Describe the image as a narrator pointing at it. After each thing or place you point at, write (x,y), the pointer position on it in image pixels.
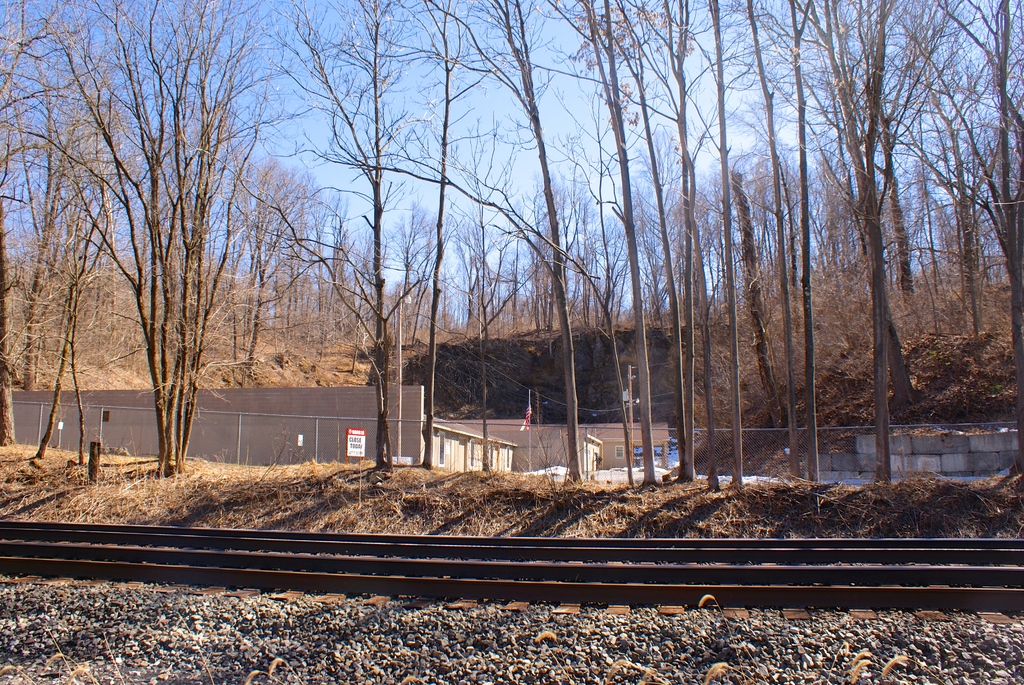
In this picture we can see stones (747,630), railway tracks (404,572), fence (66,421), buildings (444,442), trees (685,436) and in the background (738,99) we can see the sky (393,104).
